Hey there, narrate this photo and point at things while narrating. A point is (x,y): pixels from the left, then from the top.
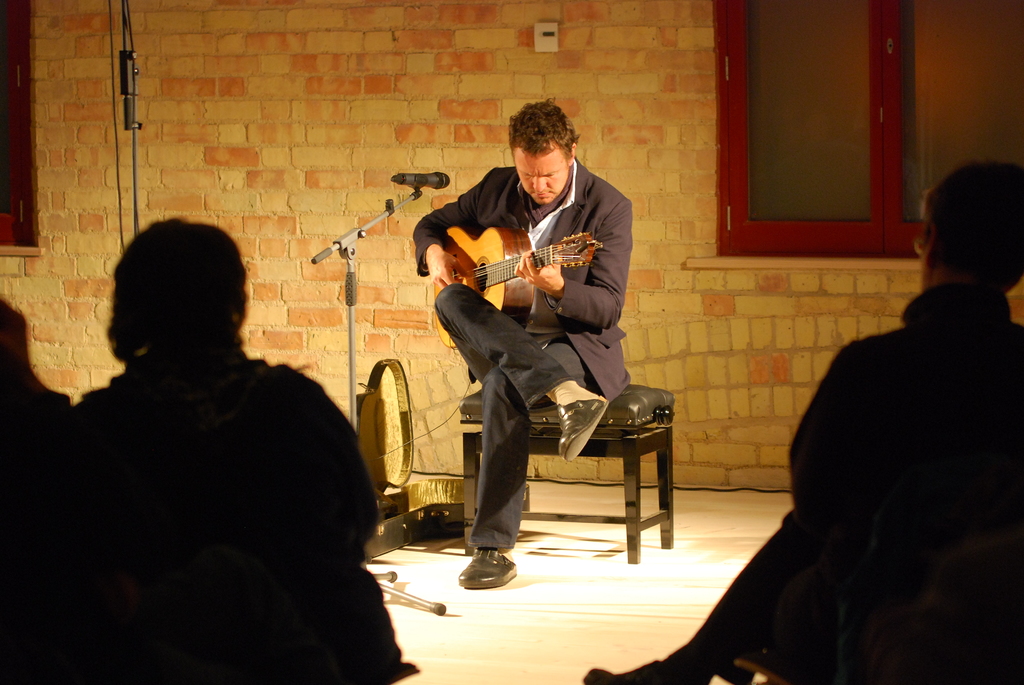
The picture is taken in a room (621,500) where one person (531,344) is sitting in the centre (492,340) on the chair (547,438) wearing a suit (528,329) and holding a guitar (486,236) in front of the microphone (440,179), behind him there is a wall (399,285) and window (915,217) and in front of him there is a crowd (211,553).
